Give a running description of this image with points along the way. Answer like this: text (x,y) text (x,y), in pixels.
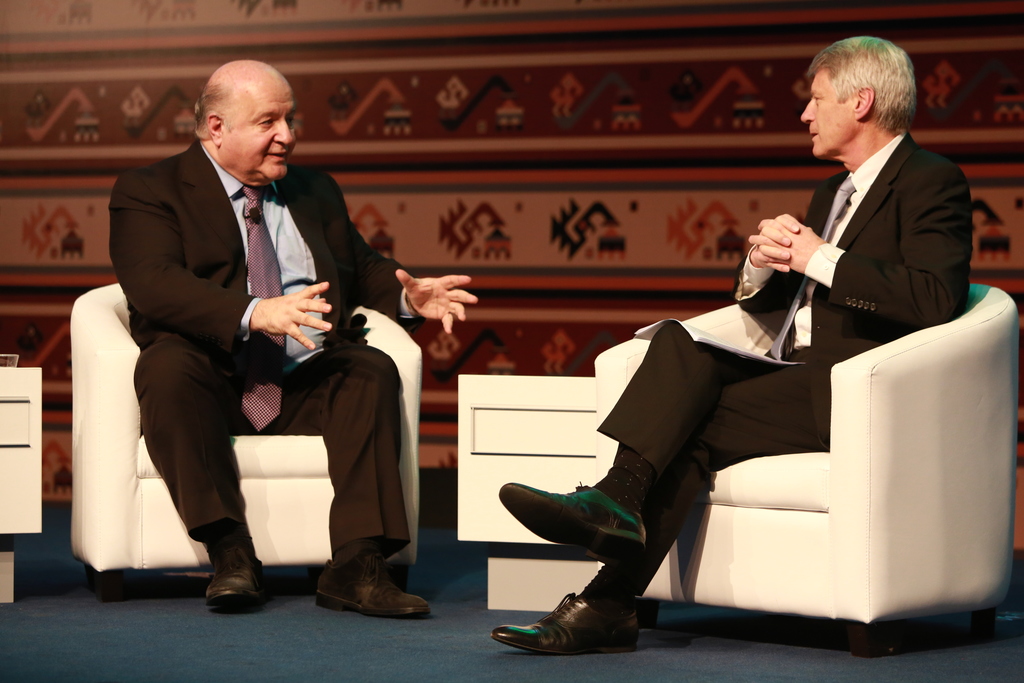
Two persons (232,486) are sitting in the sofa (324,491) and talking each other they wear a black color coat (236,312) Tie (281,342) and shoes (235,549).
